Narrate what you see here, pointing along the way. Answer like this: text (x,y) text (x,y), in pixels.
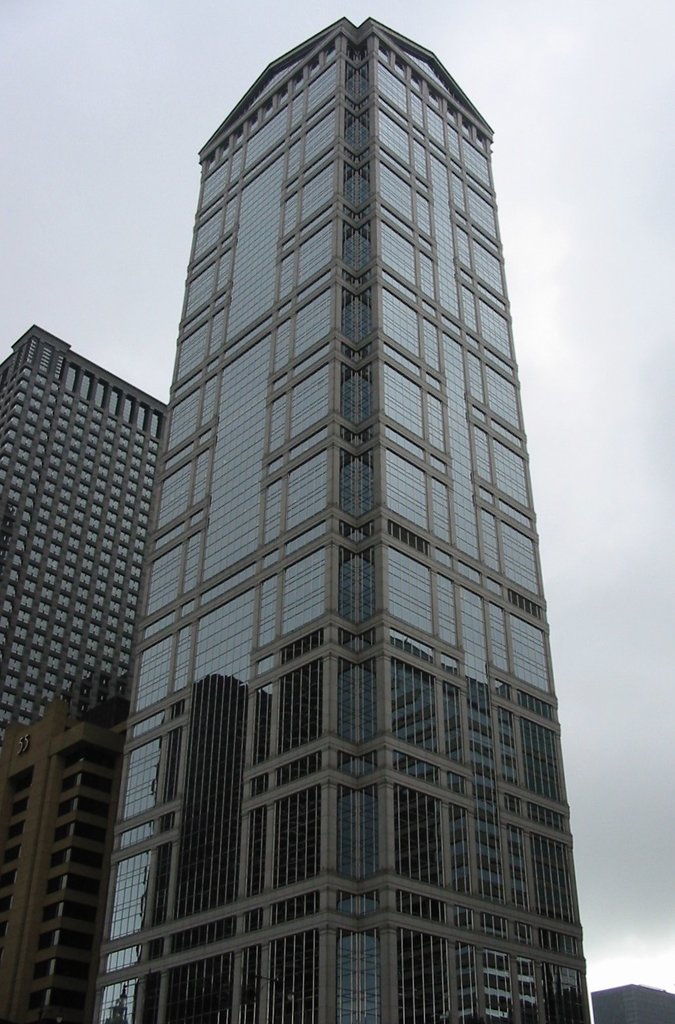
In this picture we can see some buildings (177,671).
